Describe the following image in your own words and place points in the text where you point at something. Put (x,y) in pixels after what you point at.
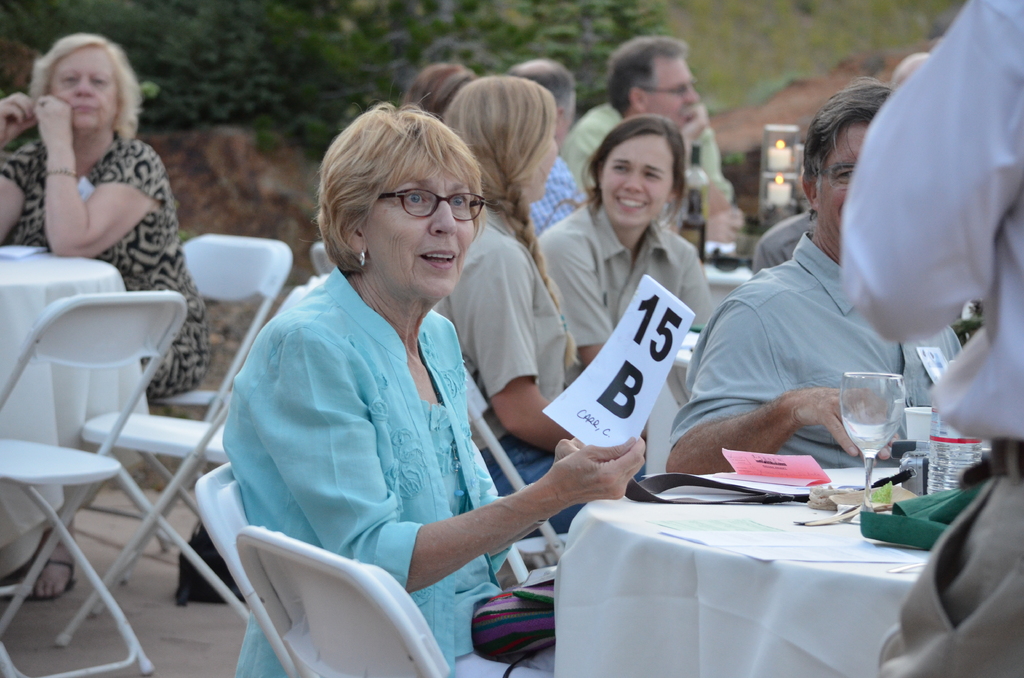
The women (331,403) wearing a blue dress (345,403) is holding a white paper (644,376) in her right hand (576,456) which has fifteen B (612,407) written on it and there are few people (482,116) sat in the background (417,69) and there are also trees (410,28) in the background (415,67).
